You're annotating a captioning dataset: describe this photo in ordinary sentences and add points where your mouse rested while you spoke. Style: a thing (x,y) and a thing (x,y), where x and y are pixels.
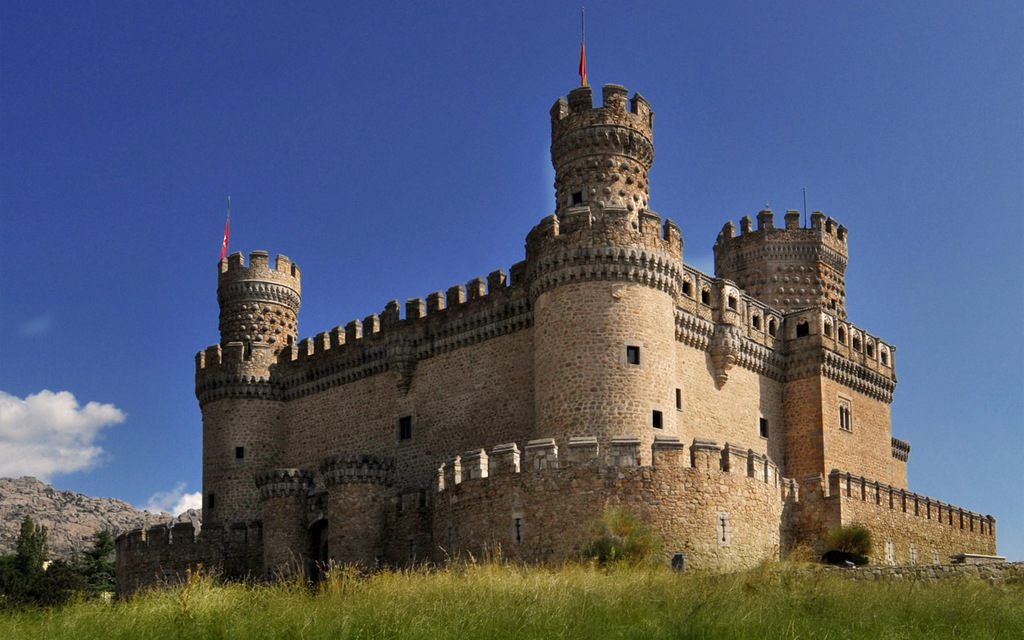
In this picture I can observe monument (518,373) in the middle of the picture (429,389). In the bottom of the picture (416,618) I can observe some grass (653,620) on the ground (741,608). In the background (382,145) I can observe sky (355,142).
